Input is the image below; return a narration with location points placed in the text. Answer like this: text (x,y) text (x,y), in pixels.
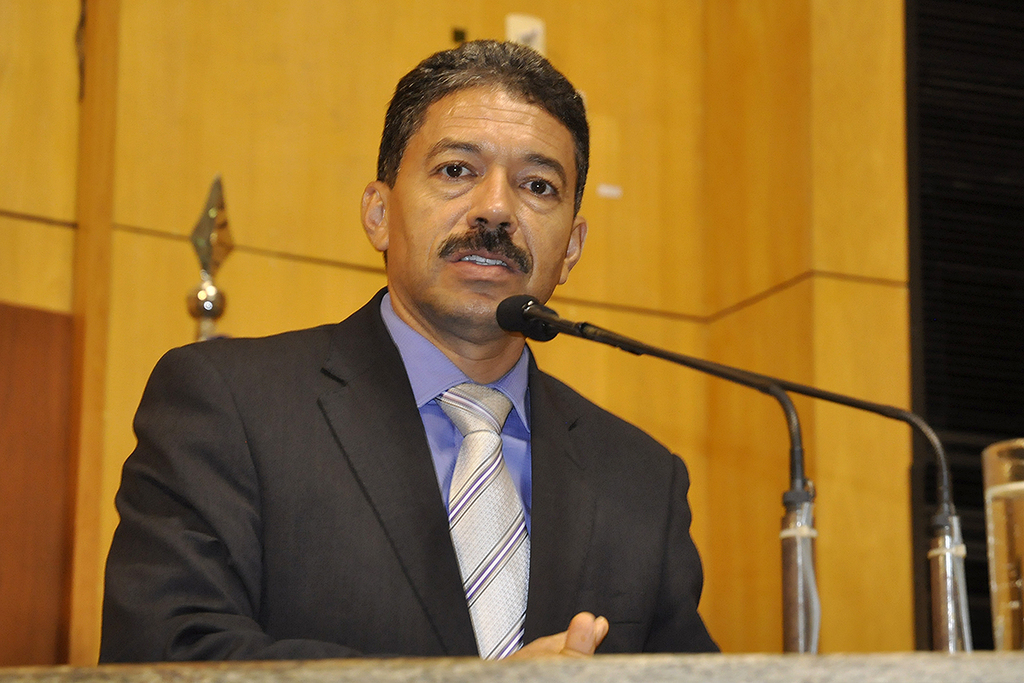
A man (409,341) is standing wearing a suit (617,460). There is a microphone (531,307) at the front (523,324). There is a glass of water (1010,498) at the right (1004,474). There is a wooden background (904,319).
